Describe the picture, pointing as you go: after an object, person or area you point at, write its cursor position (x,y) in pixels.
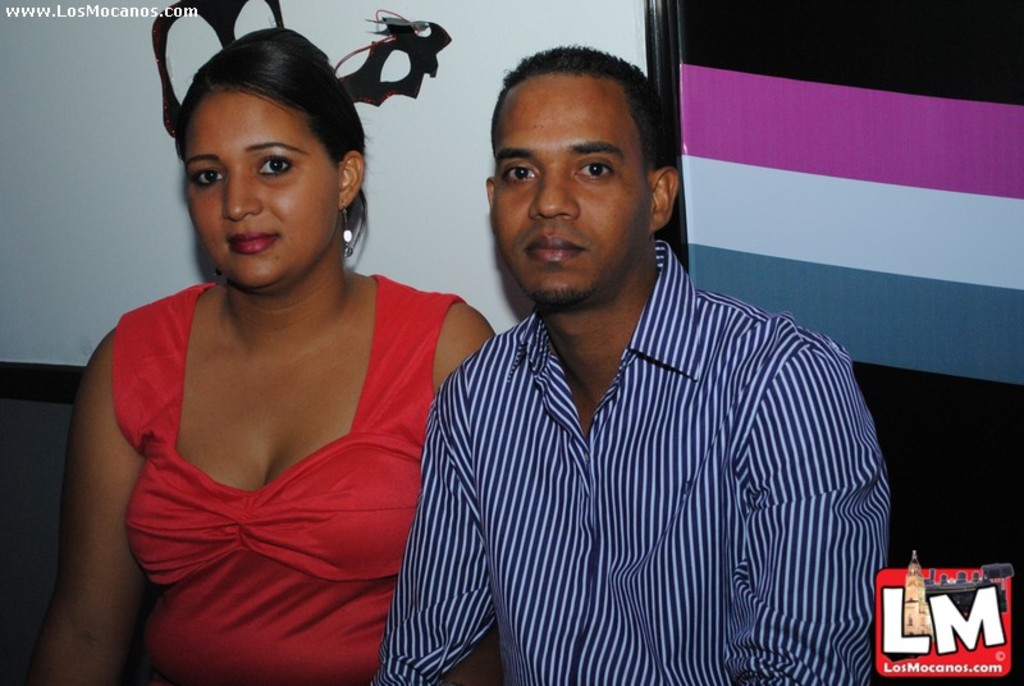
In this image we can see a man (539,270) and a woman (246,436) sitting down. We can see a wall (453,151) in the background (43,68).
